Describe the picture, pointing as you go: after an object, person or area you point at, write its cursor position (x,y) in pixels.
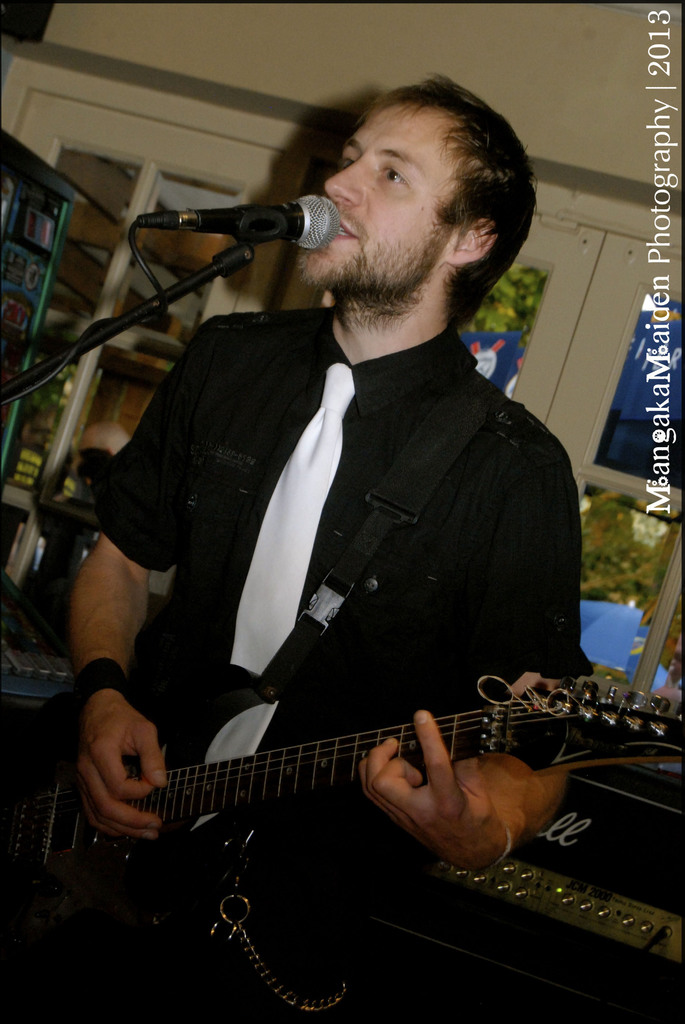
There is a man (412,436) wearing black shirt (401,441) with white tie (271,708) playing guitar (254,704) and singing on a microphone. Behind him there is a shelf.
